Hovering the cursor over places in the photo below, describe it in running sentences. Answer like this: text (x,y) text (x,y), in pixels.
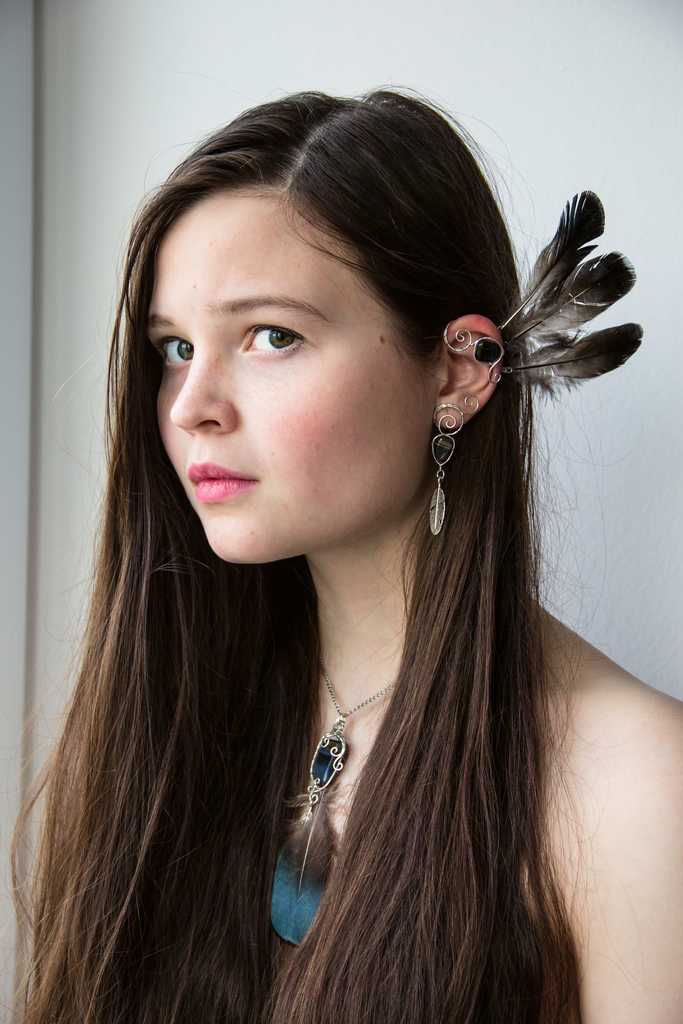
Here I can see a woman (310,626) is giving pose for the picture. I can see a locket (332,742) to her neck (366,611). In the background (441,54) there is a wall (531,129).
